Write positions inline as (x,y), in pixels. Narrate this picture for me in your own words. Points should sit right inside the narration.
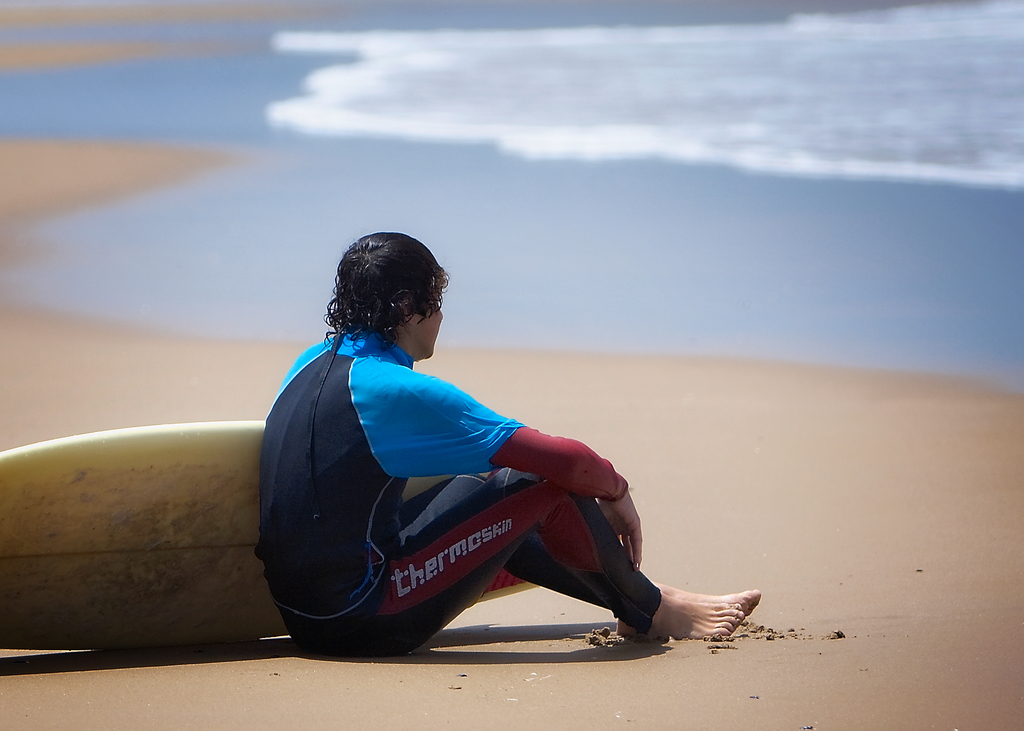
In the center of the image (382,315) there is a person (331,550) with surfboard (221,605) sitting on the sand (683,689). In the background (674,197) there is a water (608,157).
